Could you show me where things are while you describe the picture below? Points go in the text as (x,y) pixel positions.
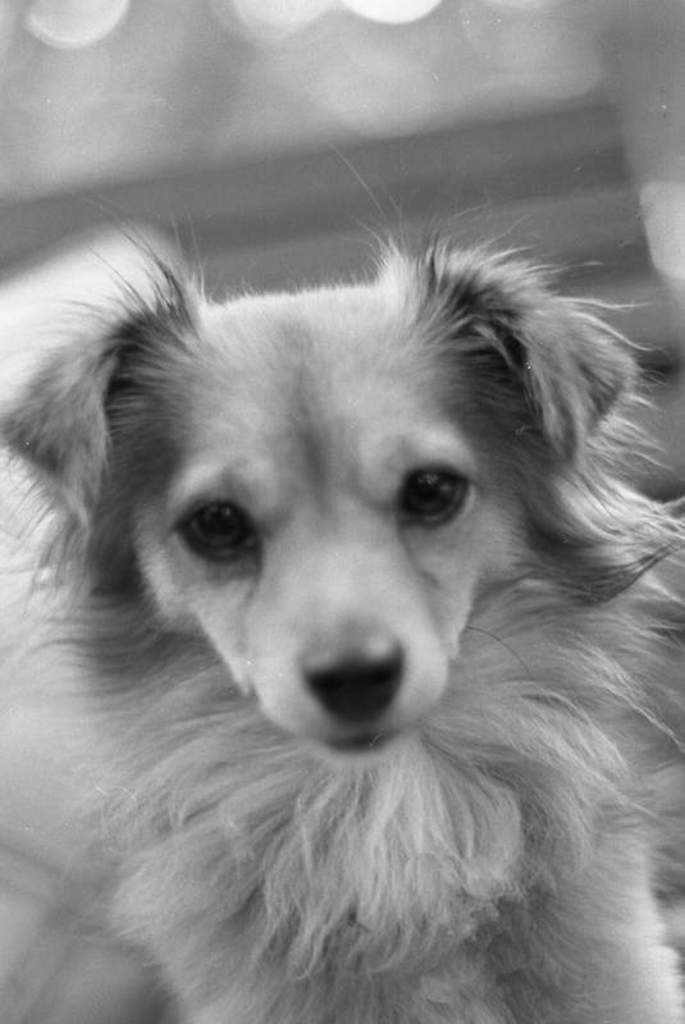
This is a black and white image. In the center of the image (293,389) there is a dog (271,709).
